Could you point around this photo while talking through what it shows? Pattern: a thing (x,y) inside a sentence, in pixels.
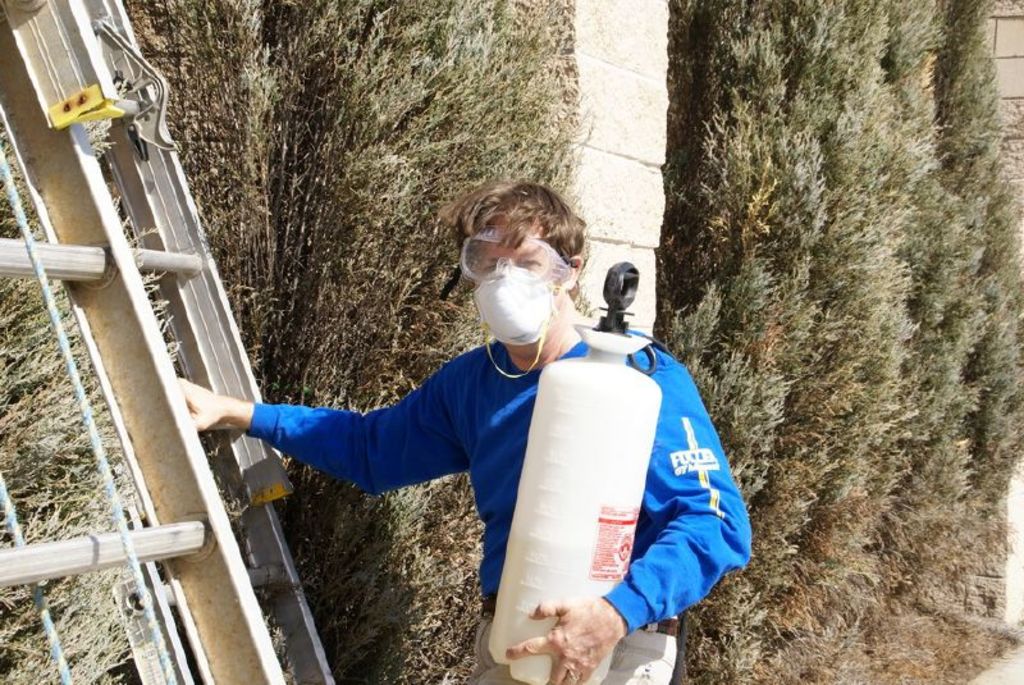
Here I can see a man (486,418) wearing blue color t-shirt (486,418), holding a white color bottle (570,557) in the hand (607,605). On the left side (118,410), I can see a ladder (109,346) which is made up of metal (176,451). In the background (772,214), I can see some trees (727,184) and a wall (607,119).
